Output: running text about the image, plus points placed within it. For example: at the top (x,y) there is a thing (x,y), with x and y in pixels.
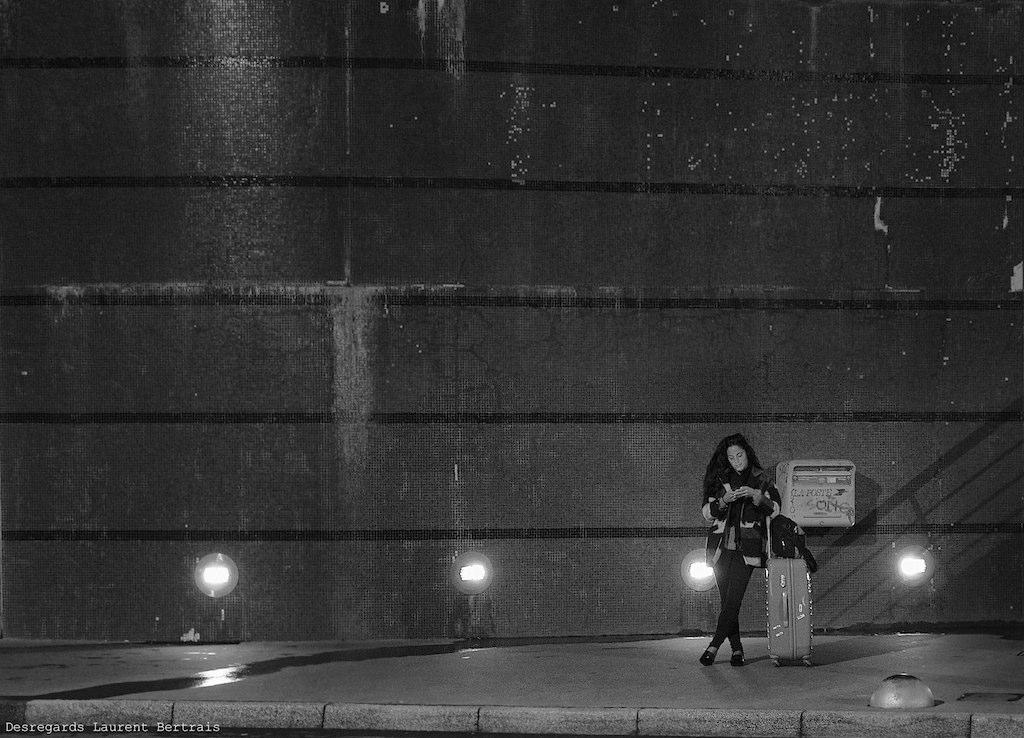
It is a black and white image, there is a woman (718,637) standing on a footpath (752,678) with some luggage (797,562) and behind the woman (741,519) there is a wall (349,194).
